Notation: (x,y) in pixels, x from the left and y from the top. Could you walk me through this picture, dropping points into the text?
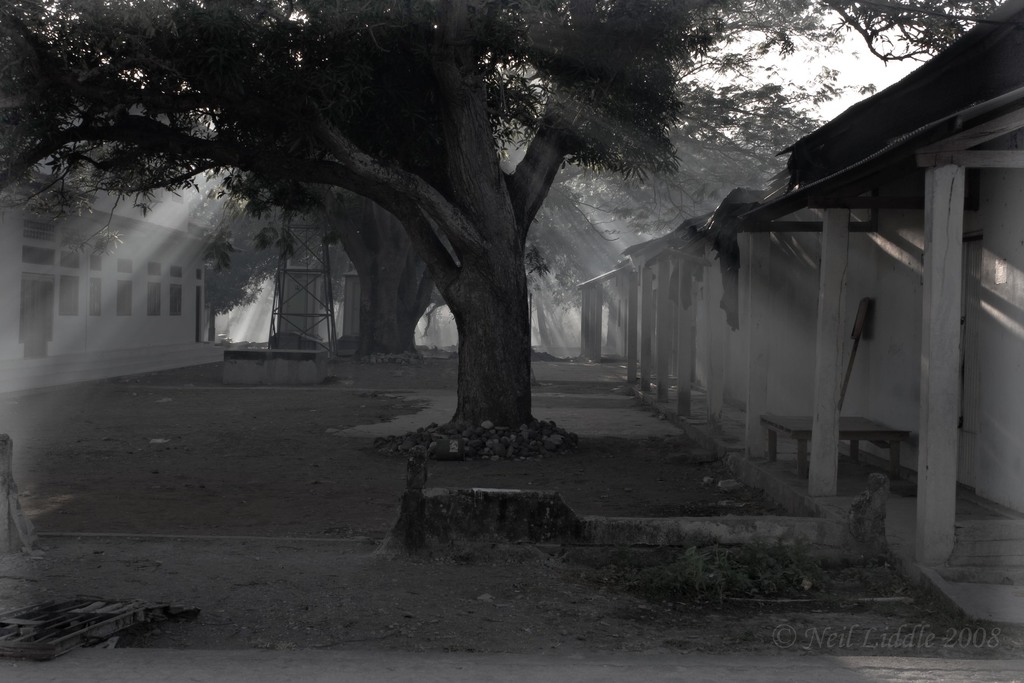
This is a black and white picture. In this picture we can see a house (200,332), windows (175,301), trees (379,33). On the right side of the picture (838,404) we can see the walls (878,386), pillars (940,304) and roof top (1010,49) is visible. In this picture we can see a bench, pebbles (546,439) and few objects (7,444).
